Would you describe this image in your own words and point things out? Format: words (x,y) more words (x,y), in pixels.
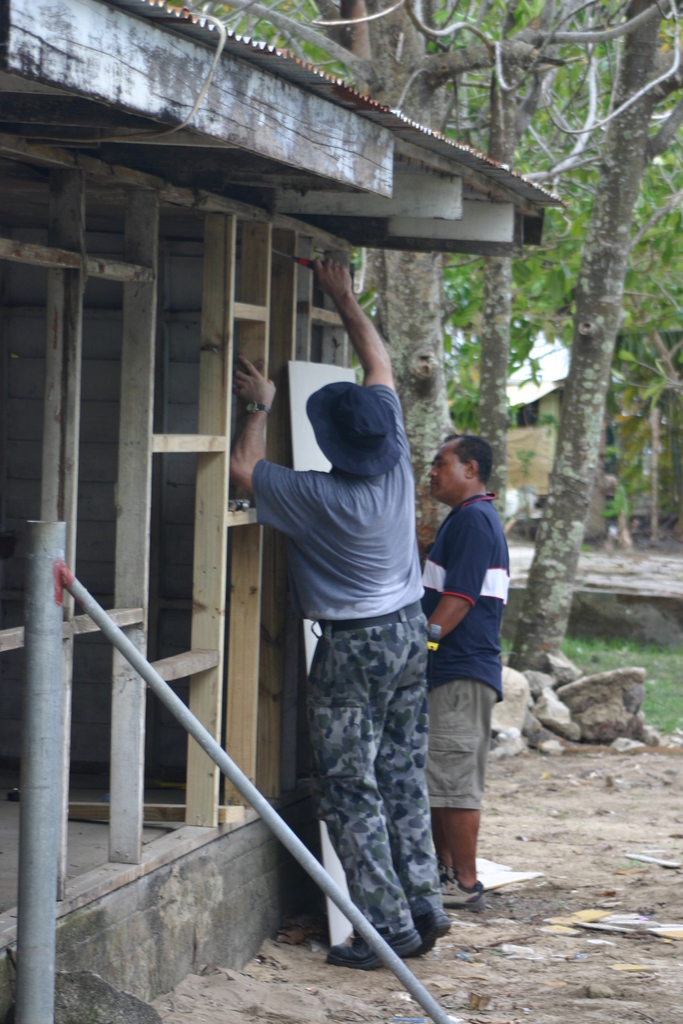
2 men (399,742) are standing. At the left (145,558) there is a tin roof shed (176,634). At the back (516,271) there are trees (547,325).
